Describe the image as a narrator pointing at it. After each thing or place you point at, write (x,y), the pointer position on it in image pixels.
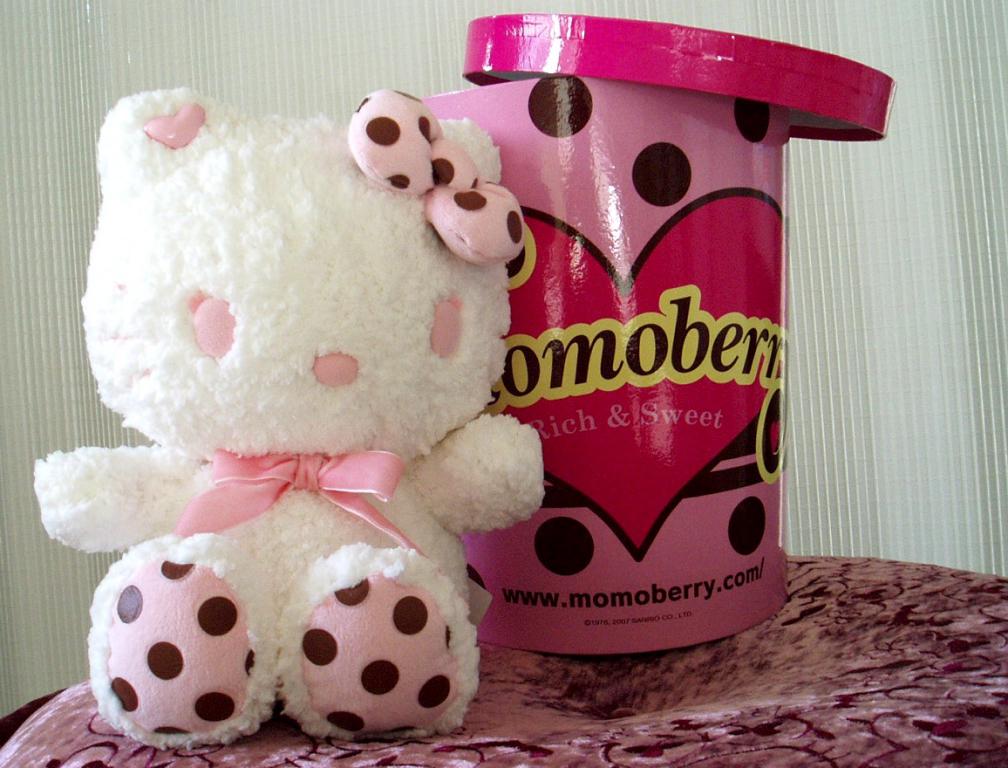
In the picture we can see a teddy doll (155,300) which is white in color which is placed on the soft surface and besides it, we can see a tin (601,630) with a painting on it as heart shaped and named Momo berry, in the background (14,612) we can see a wall (68,13) which is white in color with lines (15,143).
